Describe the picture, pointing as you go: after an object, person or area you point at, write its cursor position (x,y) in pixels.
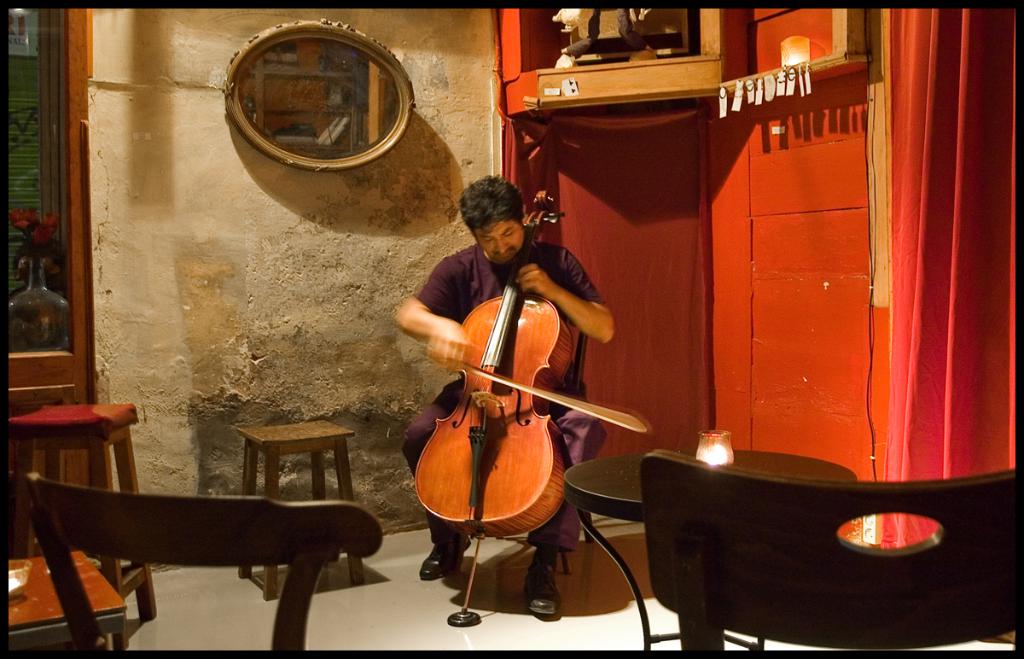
In this image there is a person (456,364) sitting and playing a cello (549,205) and at the back ground (634,310) there is mirror (233,115), door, curtain (576,180), chair (328,520), table (637,487), glass (711,454).
